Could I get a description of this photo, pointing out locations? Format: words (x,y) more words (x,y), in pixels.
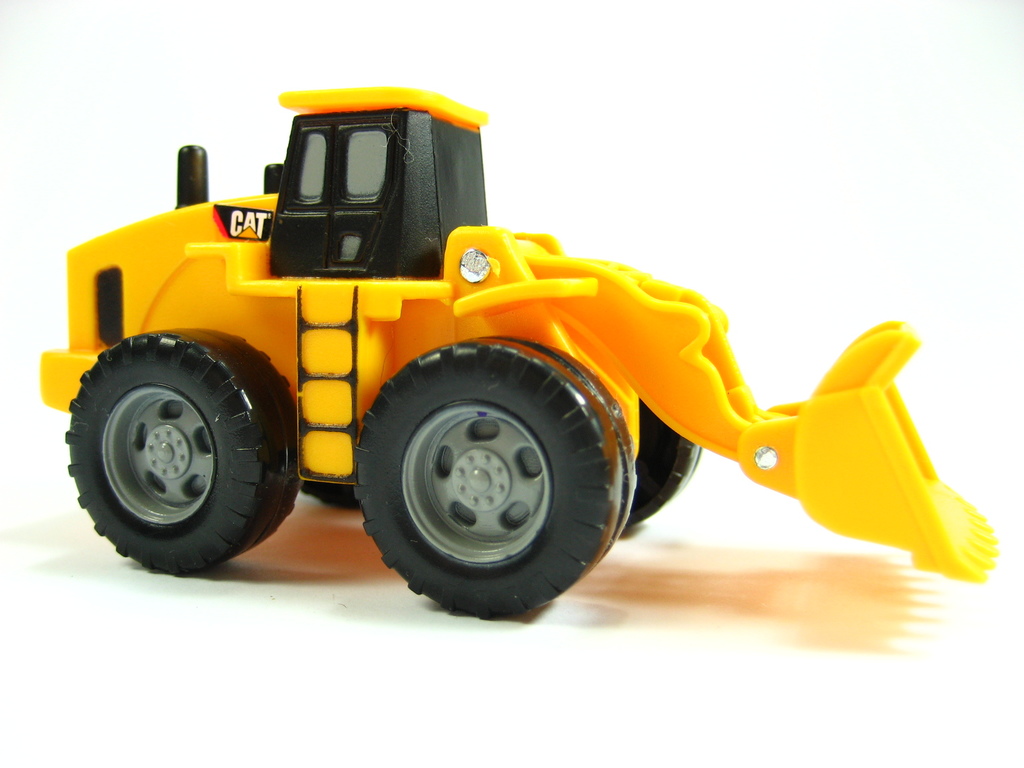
In this image we can see a toy excavator (621,398).
